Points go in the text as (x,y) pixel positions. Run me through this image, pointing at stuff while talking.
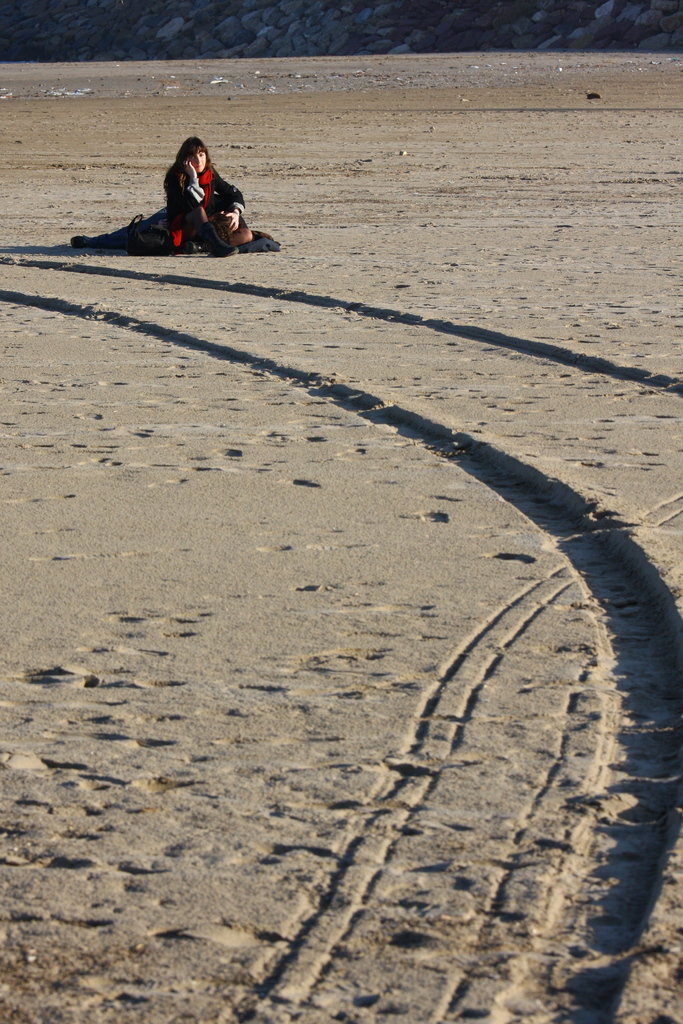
There is a lady (212,251) holding something in the hand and sitting on the sand (365,496). Also near to her there is a bag (155,242). On the top (205,22) there are rocks (514,46).
